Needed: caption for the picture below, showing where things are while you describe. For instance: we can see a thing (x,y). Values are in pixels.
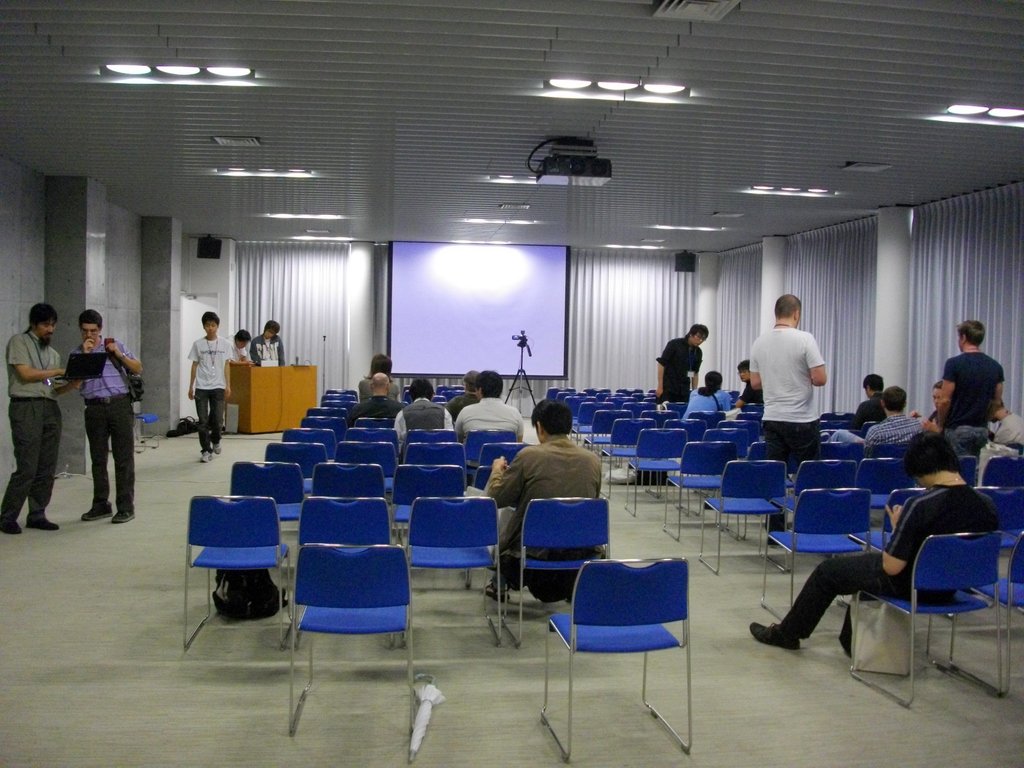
This is a closed auditorium (528,432). In this room (575,423) there are group of persons (768,412) sitting and standing and at the top of the image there is a projector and at the middle of the image (464,259) there is a projector screen (556,279) and at the left side of the image (288,417) there is a wooden block (289,391).
